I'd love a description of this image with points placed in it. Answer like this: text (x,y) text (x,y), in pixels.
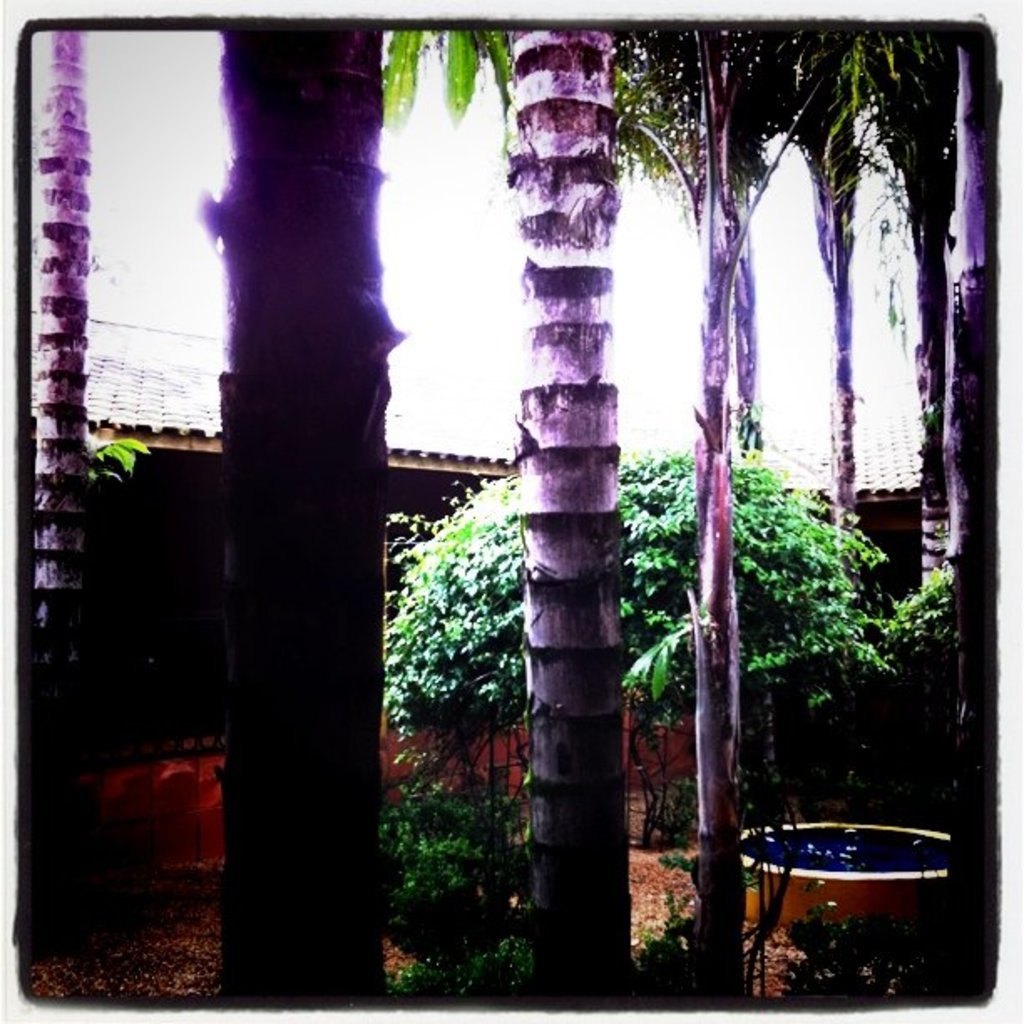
In this image, we can see trees (599,611), plants (764,550), small pool (873,860) and sheds (774,446).
